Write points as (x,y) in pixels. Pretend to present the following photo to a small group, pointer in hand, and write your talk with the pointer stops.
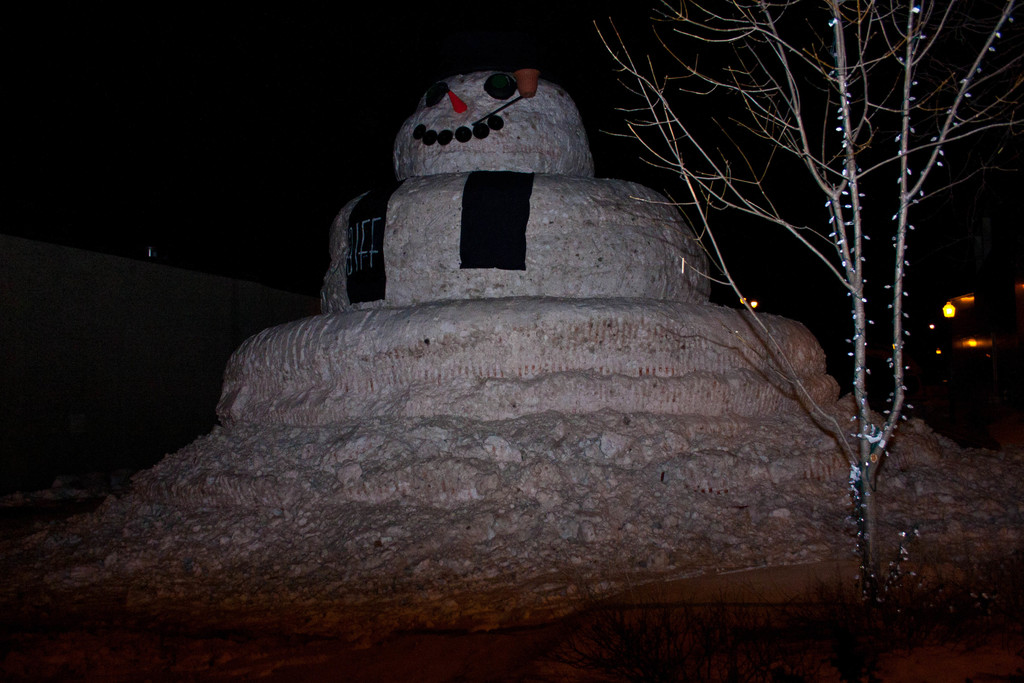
In the image we can see snowman (398,257), tree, light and the dark sky (131,158).
